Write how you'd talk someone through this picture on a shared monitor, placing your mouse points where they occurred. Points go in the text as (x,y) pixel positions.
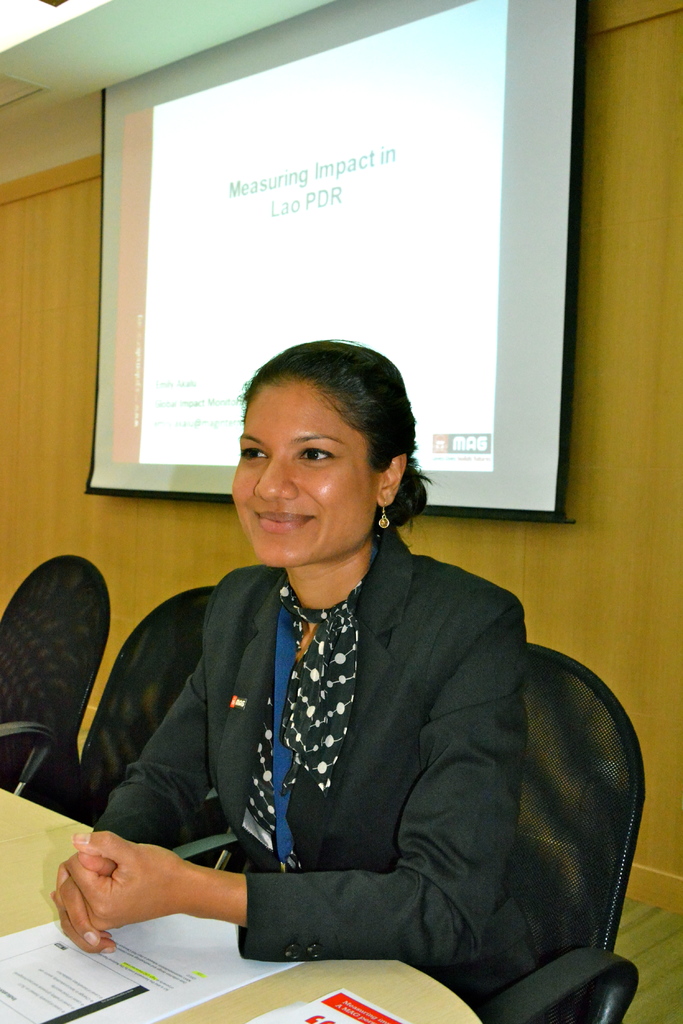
In this picture we can see a woman (164,914) wearing a blazer (245,723) and sitting on a chair (607,795) and smiling and in front of her we can see papers (86,988) on the table (17,825) and at the back of her we can see a screen (378,237), wall (596,468).
